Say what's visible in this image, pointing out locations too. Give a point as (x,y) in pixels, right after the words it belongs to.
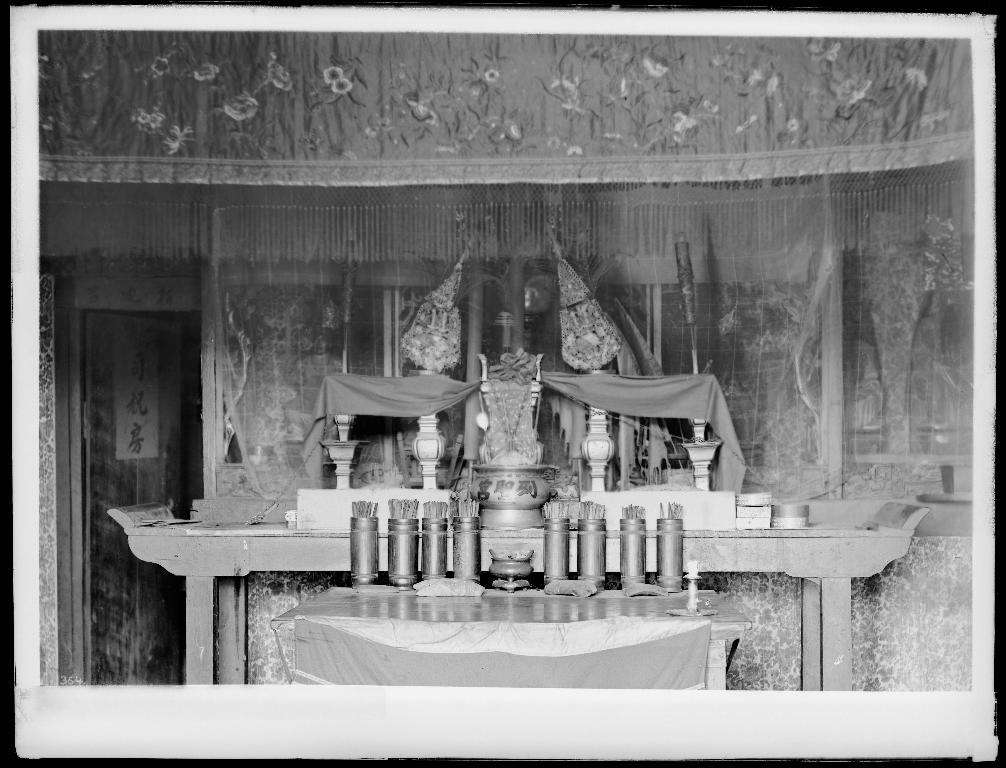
In this image I can see the black and white picture. I can see a table (473,615) on which I can see few objects (465,564). In the background (749,217) I can see the building (560,241), a cloth (630,171), the door (101,471) and few words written on the door (170,403).
